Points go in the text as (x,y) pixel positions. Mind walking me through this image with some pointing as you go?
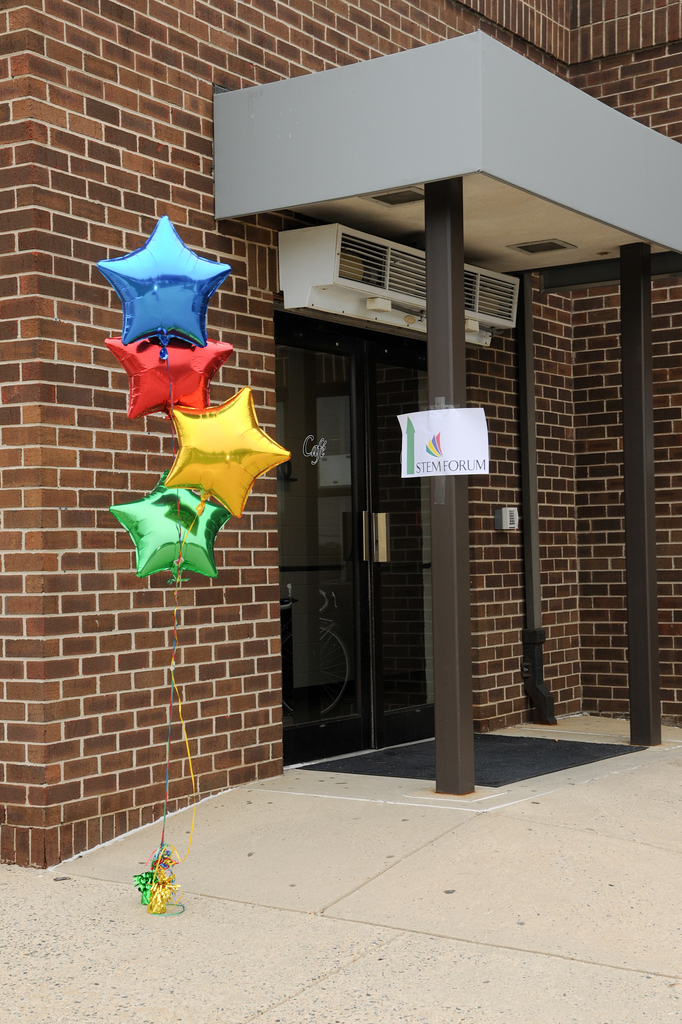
In front of the image there are star shaped balloons (192,344) tied with ropes (158,871). Behind them there is a wall (123,699) with glass doors (353,357). In front of the doors (398,440) there are poles (459,487) and also there is a roof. There is a poster (428,450) on the pole (472,764) with text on it. Above the doors (396,690) there is an air conditioner (308,251).
